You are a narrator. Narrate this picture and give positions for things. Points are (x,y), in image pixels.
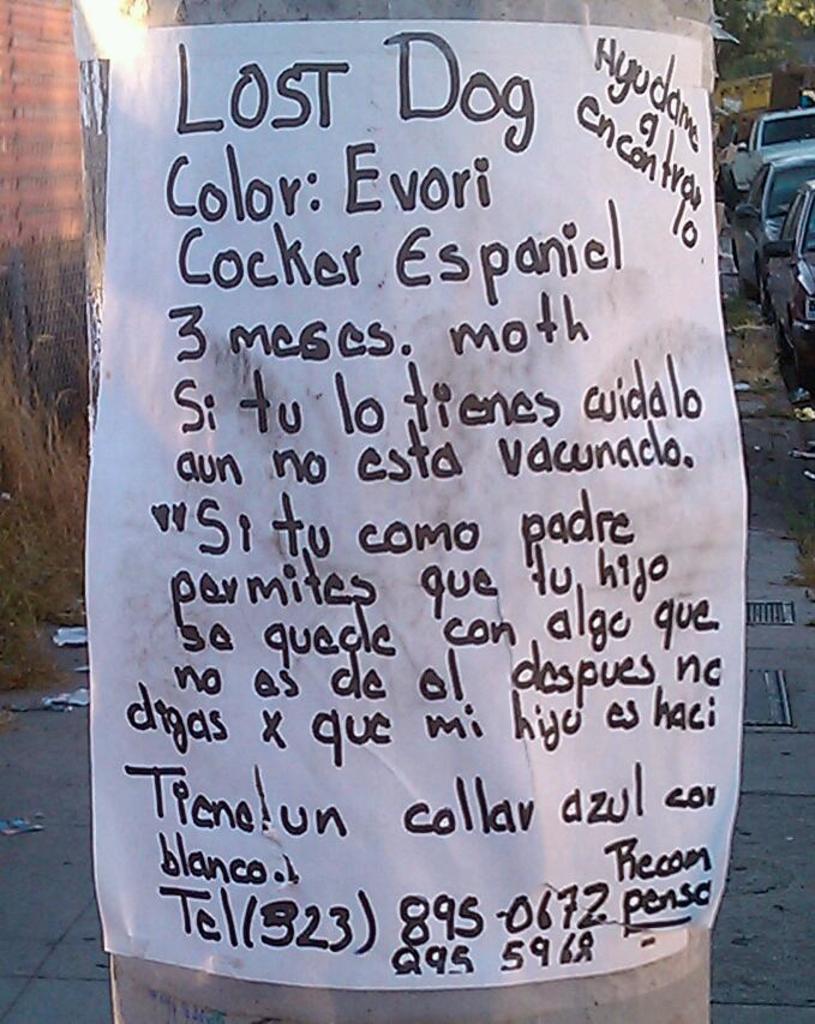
In this picture we can see a poster (402,594) and vehicles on the ground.
